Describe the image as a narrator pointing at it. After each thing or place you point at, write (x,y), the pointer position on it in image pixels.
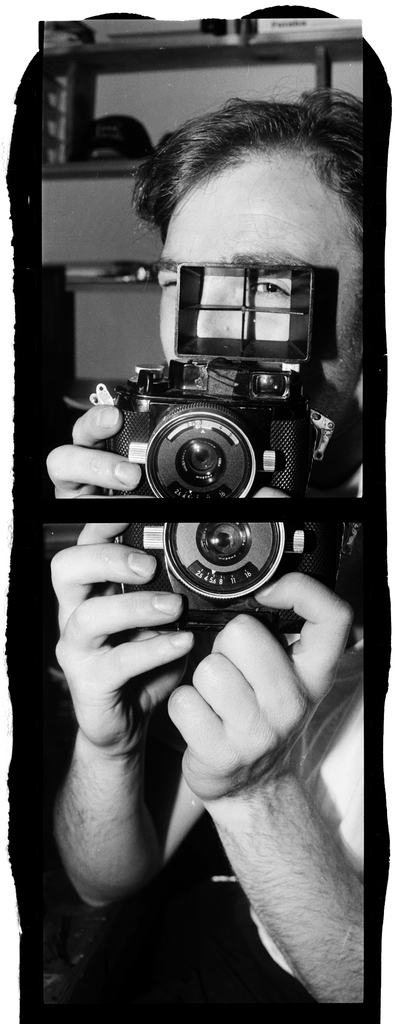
This is a photograph which is edited and is a combination of two images. In this image the person (287,284) is holding camera (254,494).
